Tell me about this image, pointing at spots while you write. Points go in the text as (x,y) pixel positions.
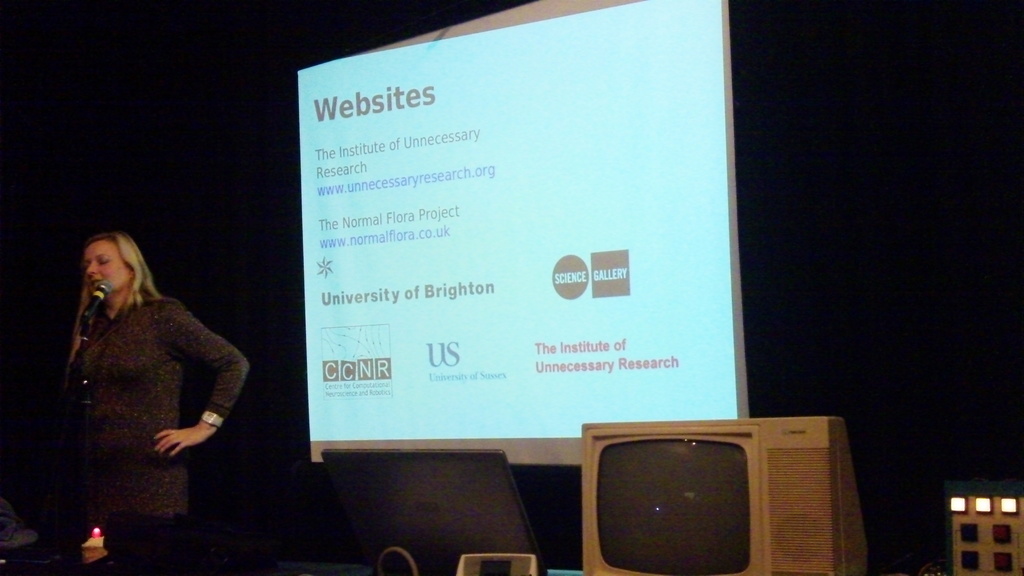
In this image we can see a woman (173,334) is standing. In front of the woman (101,379), we can see a stand (79,369) and mic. In the background (464,195), we can see a big screen (468,219). At the bottom of the image (482,528), we can see a monitor (761,521), laptop (430,481) and some electronic devices (967,546).
